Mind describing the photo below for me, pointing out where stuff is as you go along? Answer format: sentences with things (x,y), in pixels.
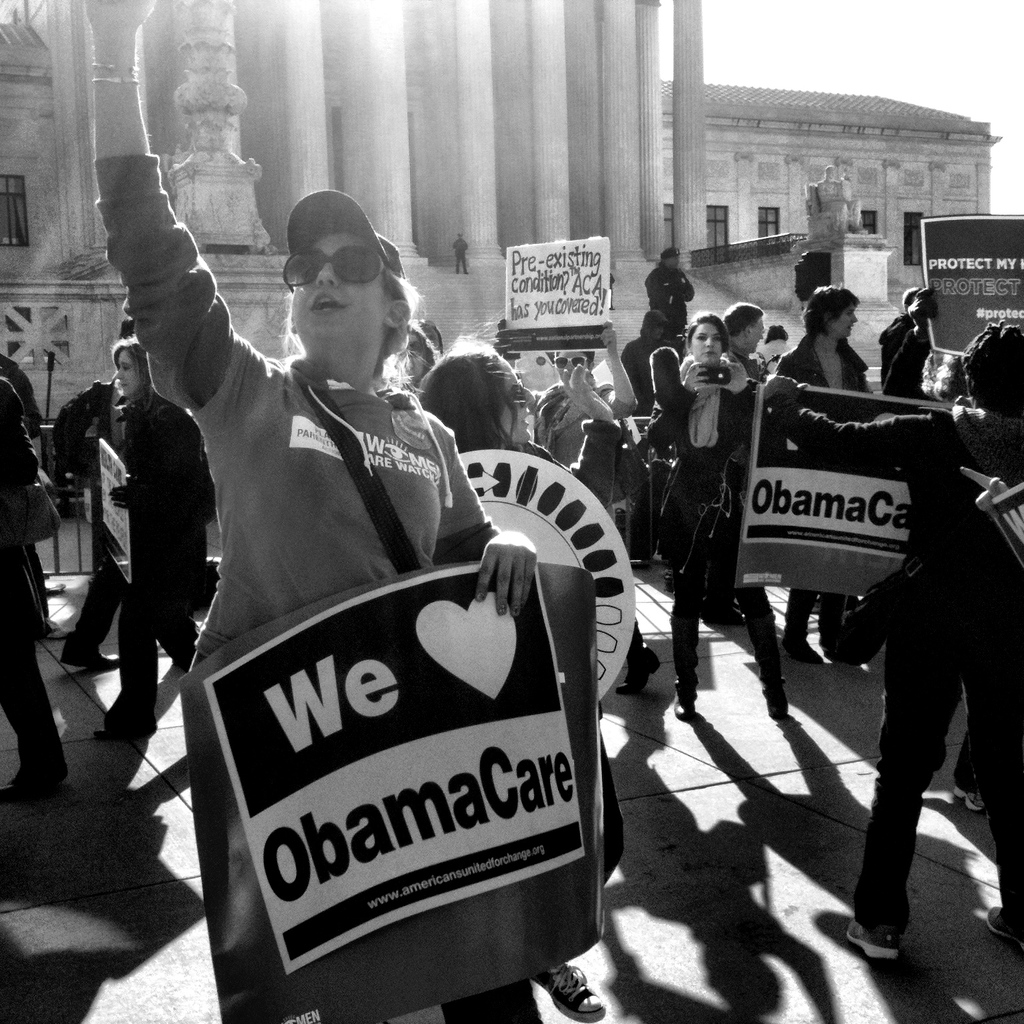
This is a black and white image. I can see a group of people (374,405) standing and holding the boards (940,313). In the background (331,180), there are buildings (578,136) with windows (775,222), pillars (550,131) and a sculpture (820,202).
